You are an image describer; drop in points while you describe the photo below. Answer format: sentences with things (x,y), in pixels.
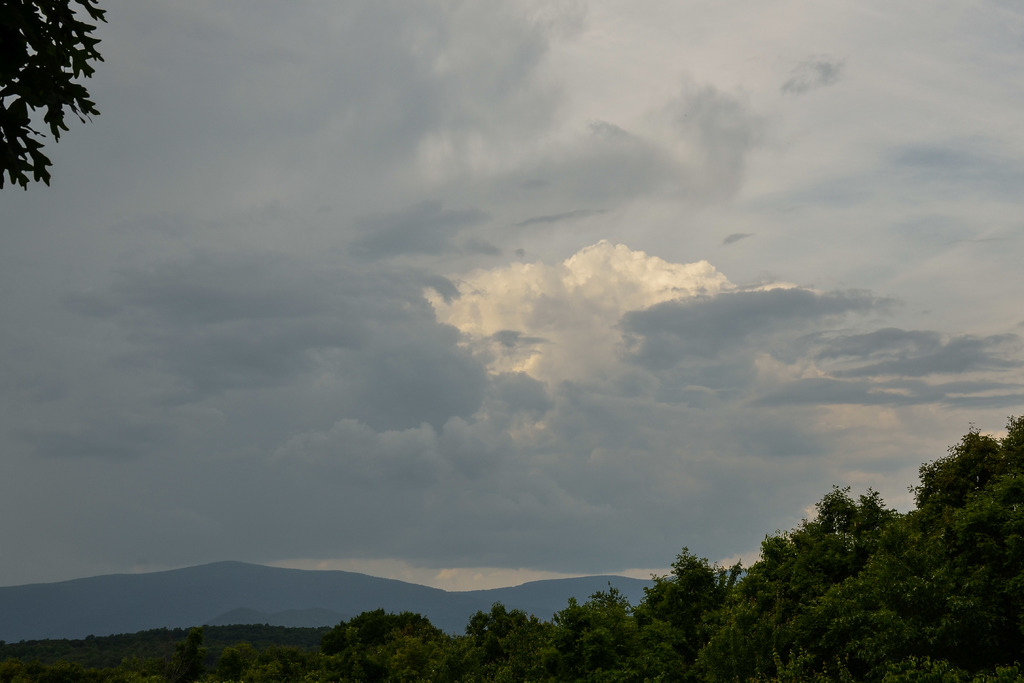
At the bottom of the image (540,654) there are trees (535,622) and we can see hills (295,579). At the top (383,173) there is sky (397,279).
